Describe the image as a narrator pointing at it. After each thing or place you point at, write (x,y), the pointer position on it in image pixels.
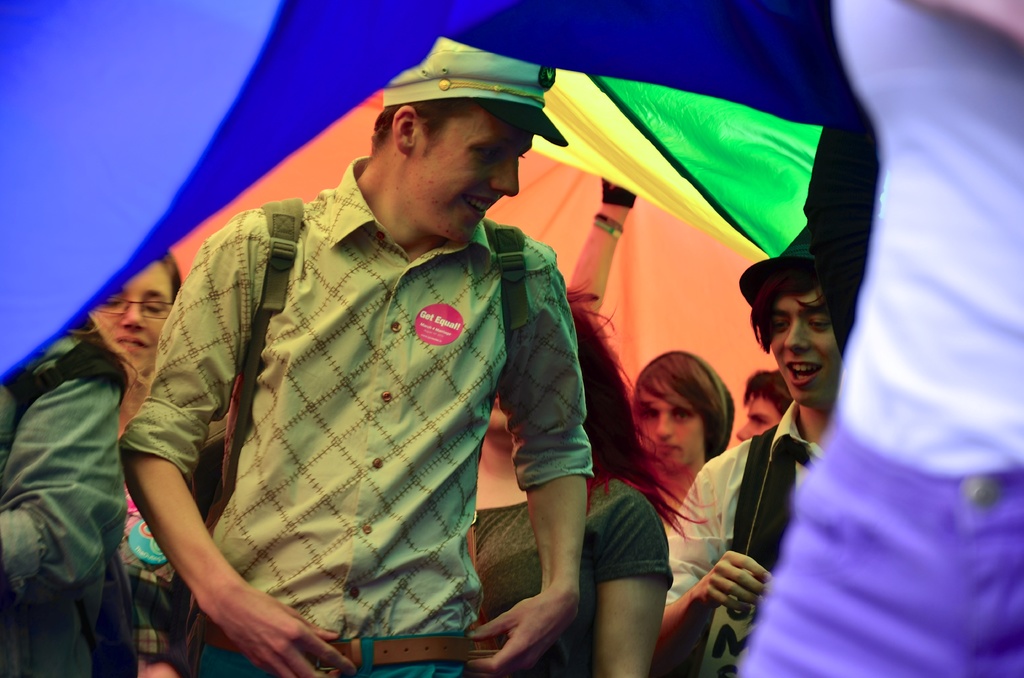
Here I can see a man (350,524) wearing a shirt (355,284), a bag (271,303), standing and smiling by looking at the person (735,463) who is beside him. On the right side (928,307), I can see a person's body (922,380). In the background (649,442), I can see a crowd of people (727,483). At the top (208,131) there is a flag (299,69).
